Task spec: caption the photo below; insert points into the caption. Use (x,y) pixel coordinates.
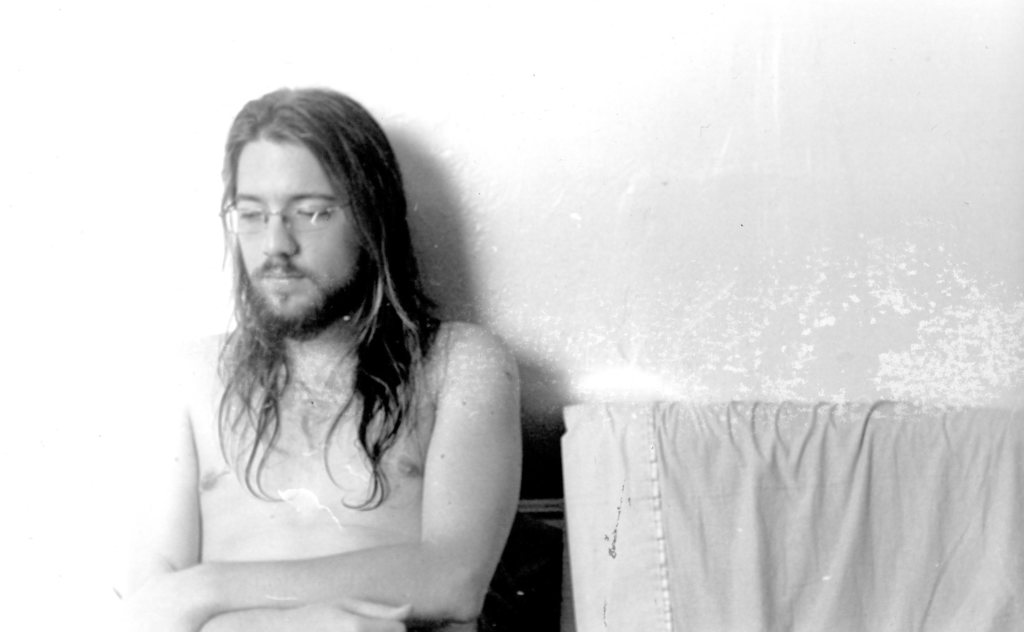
It is the black and white image in which there is a man (316,466) who is sitting without the shirt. Beside him there is a cloth (712,471). In the background (799,192) there is the wall (834,176).
